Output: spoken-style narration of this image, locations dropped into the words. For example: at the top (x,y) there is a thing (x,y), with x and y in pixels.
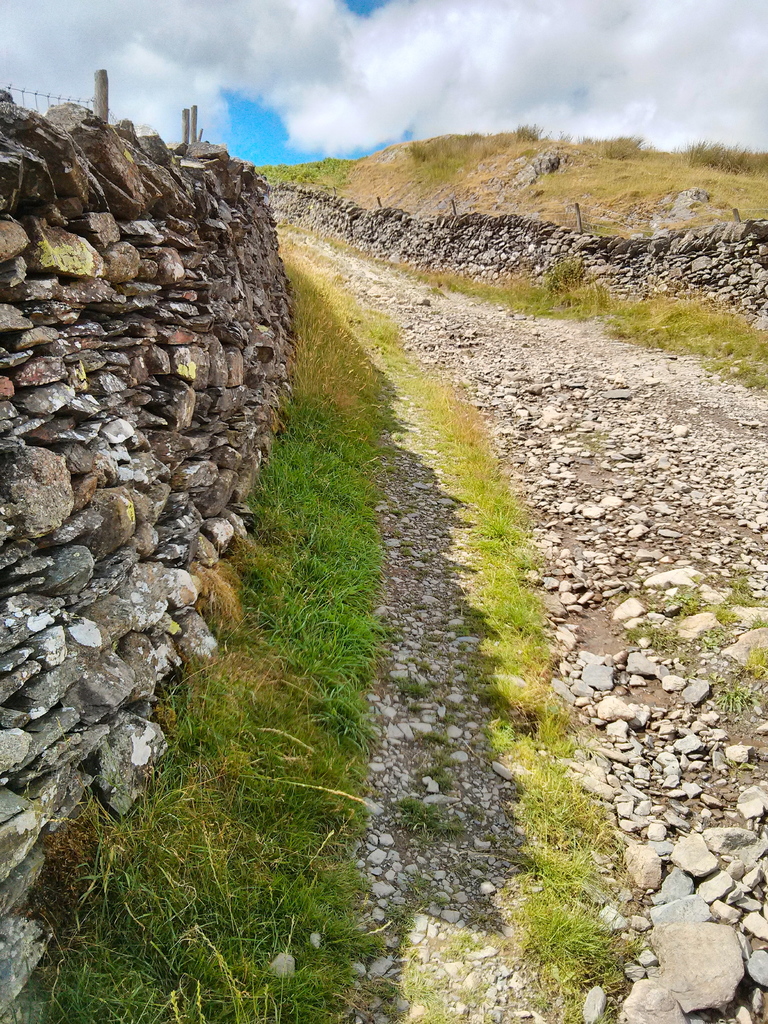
In this image there is the sky (325,68) truncated towards the top of the image (410,64), there are clouds (388,55) in the sky (378,72), there is grass (511,152) truncated towards the right of the image (714,325), there are rocks (689,258) truncated towards the right of the image (744,294), there is the grass (321,892) truncated towards the bottom of the image (361,963), there are stones (591,494) on the ground (491,443), there is a wall (58,344) truncated towards the left of the image (94,371).
